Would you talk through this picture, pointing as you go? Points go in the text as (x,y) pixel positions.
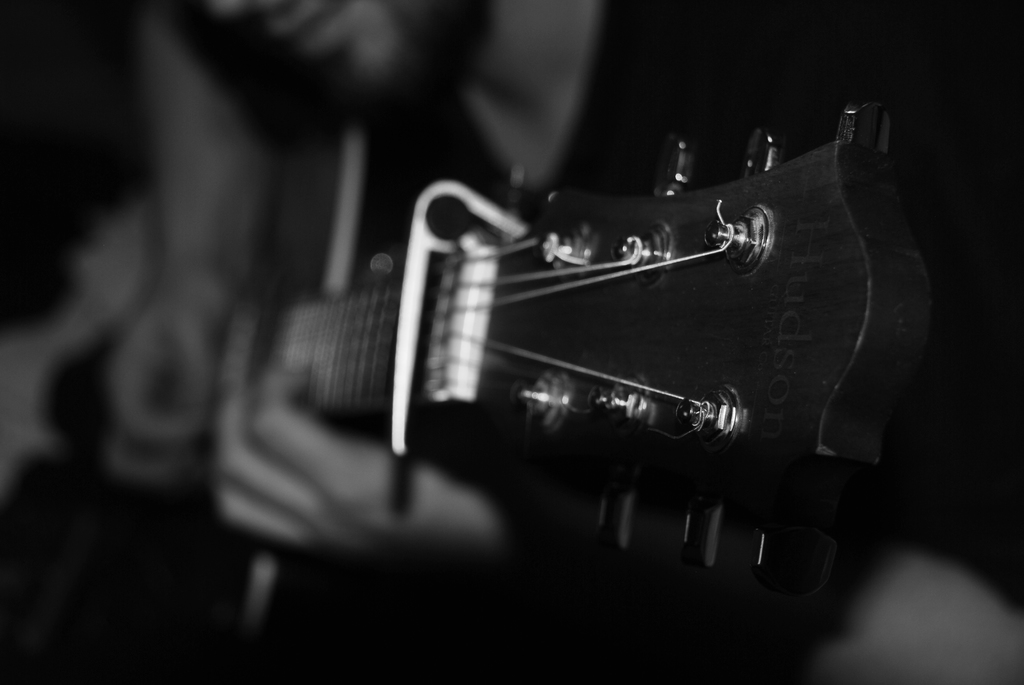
In the image there is a man (268,109). He is playing a guitar (709,474).
